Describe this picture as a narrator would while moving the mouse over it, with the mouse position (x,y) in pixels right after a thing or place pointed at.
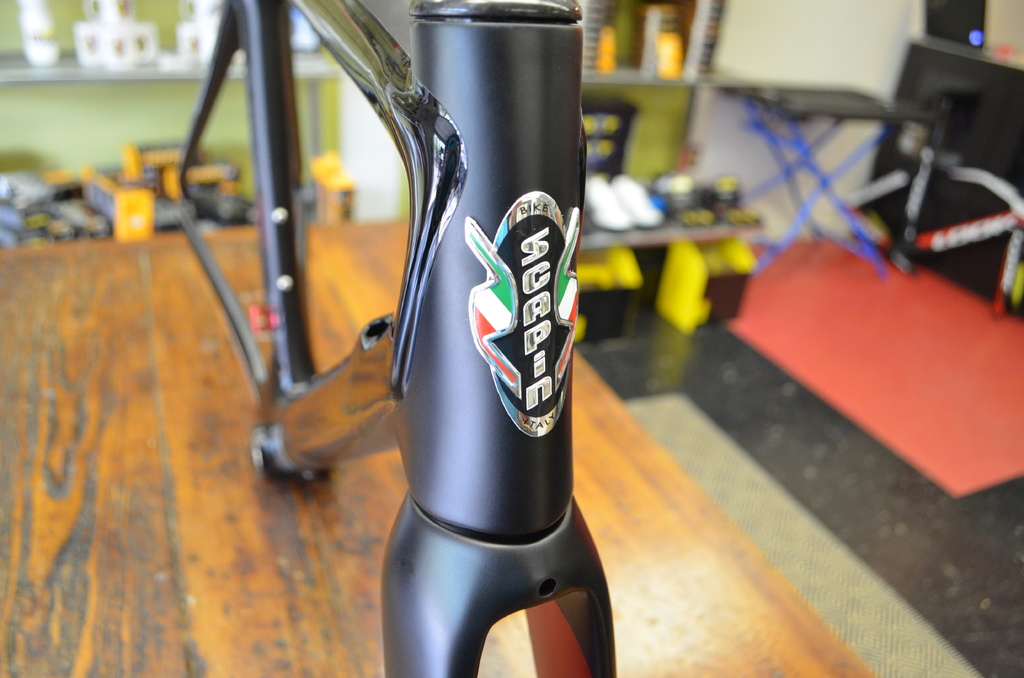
In this image there is a table (642,574) on that table (709,638) there is a metal (412,164), in the background (640,220) there is a rack (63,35) in that rack (729,271) there are few items (653,185), beside the rack (717,229) there is a table (881,110).
